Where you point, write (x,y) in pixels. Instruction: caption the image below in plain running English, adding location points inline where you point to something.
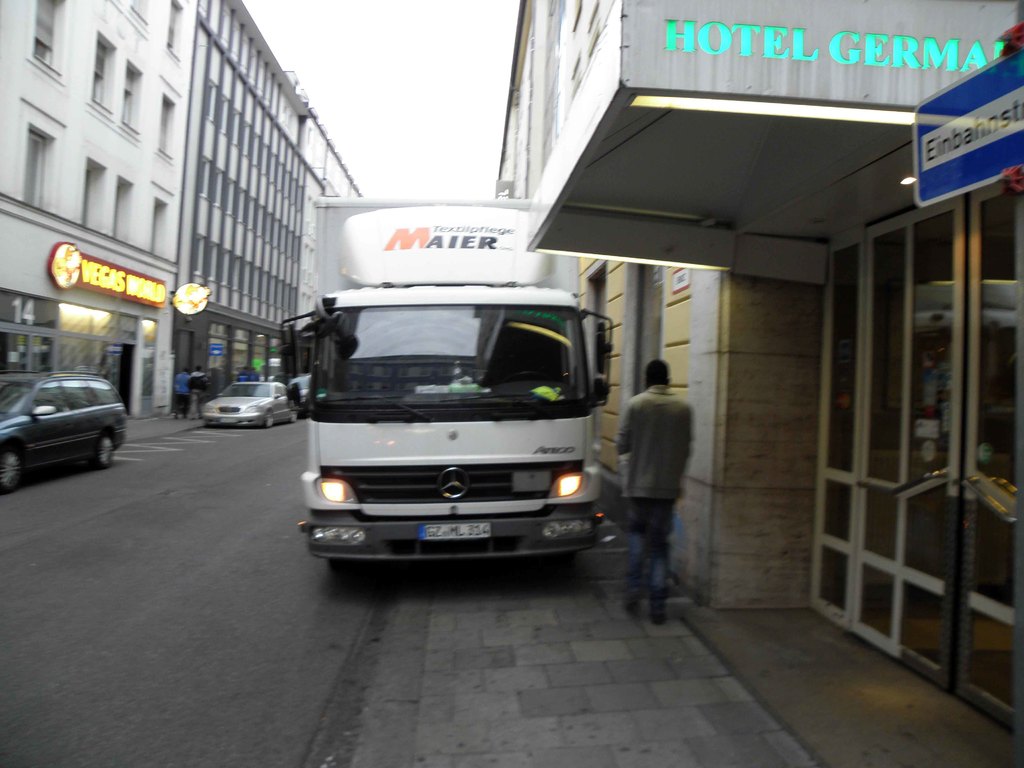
In this image we can see so many big buildings (608,190), some vehicles (407,405) on the road (174,667), some people (653,558) are walking, some name boards (179,294) and at the top (412,167) there is the sky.
